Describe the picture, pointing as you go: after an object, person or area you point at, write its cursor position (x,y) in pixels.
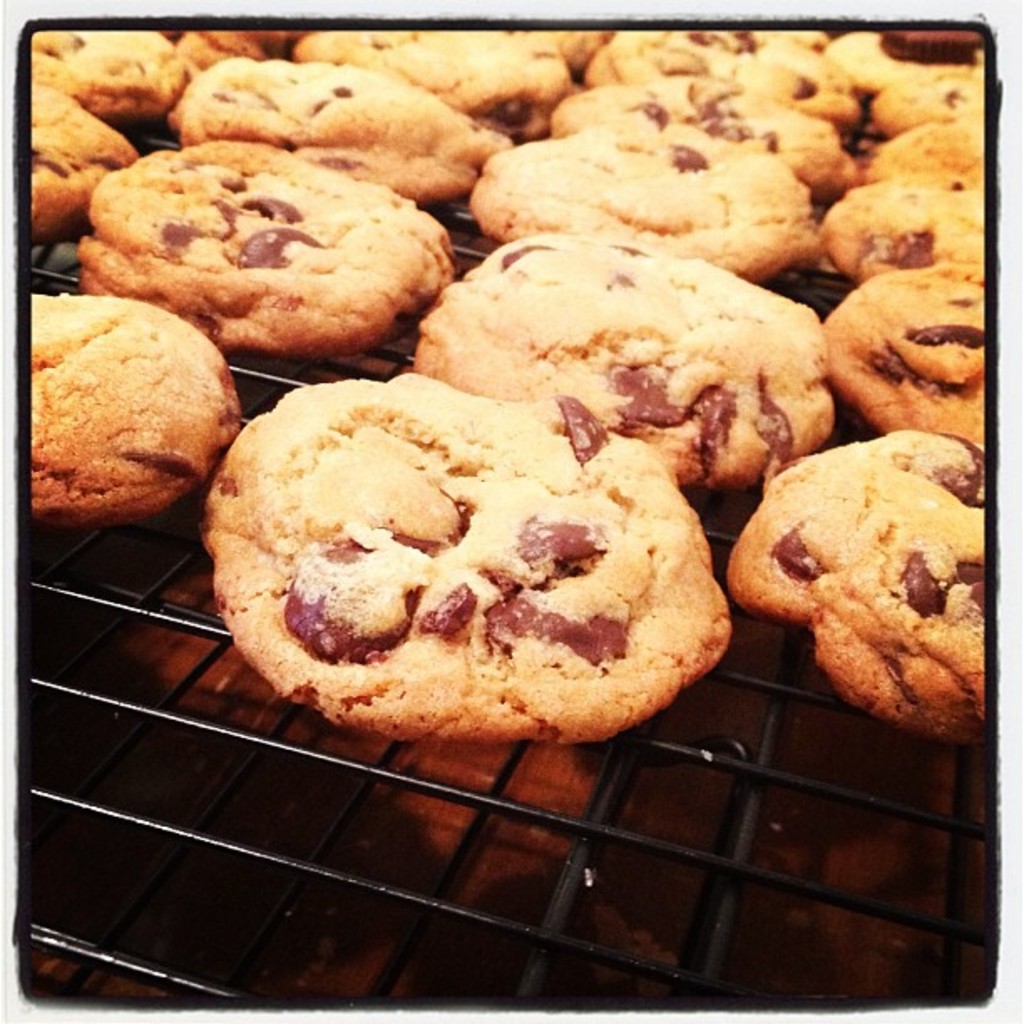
This picture shows few cookies (530,504) on the grill (575,890).
